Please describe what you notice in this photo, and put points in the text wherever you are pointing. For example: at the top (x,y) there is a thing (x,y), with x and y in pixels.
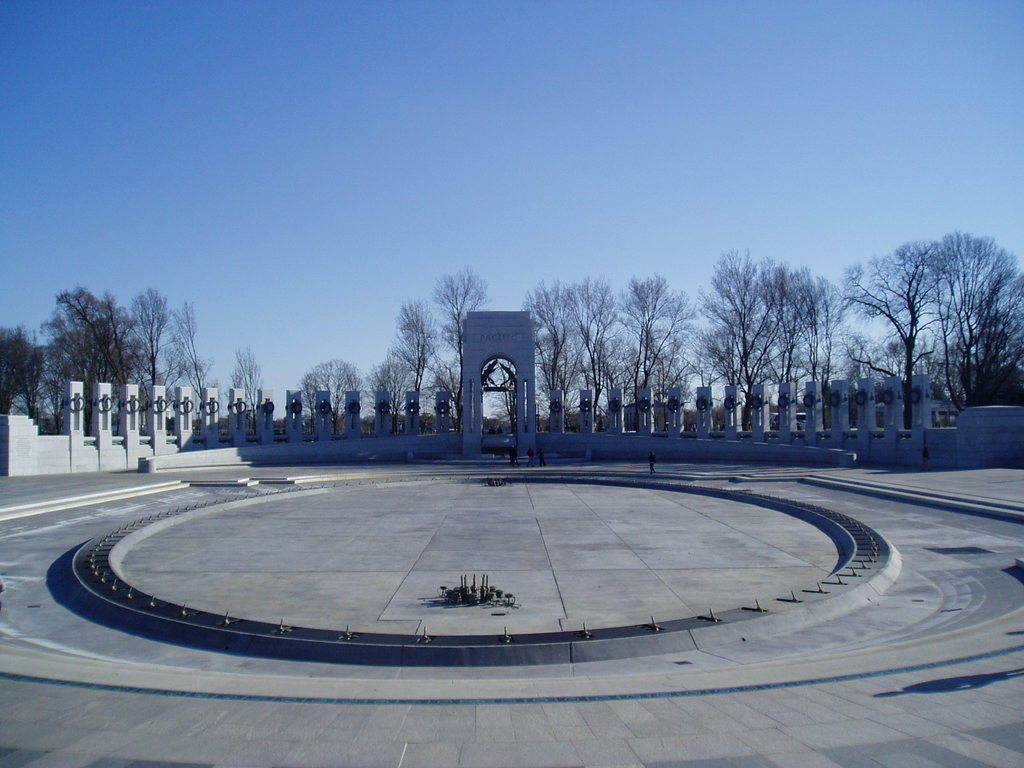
This picture is clicked outside. In the foreground (696,652) we can see the ground (707,578) and some objects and we can see the group of people (532,453) and the pillars (858,406). In the background (701,191) we can see the sky (197,299), trees (950,287) and we can see some objects (512,374) seems to be the sculptures (487,379) and we can see many other objects (380,445).
